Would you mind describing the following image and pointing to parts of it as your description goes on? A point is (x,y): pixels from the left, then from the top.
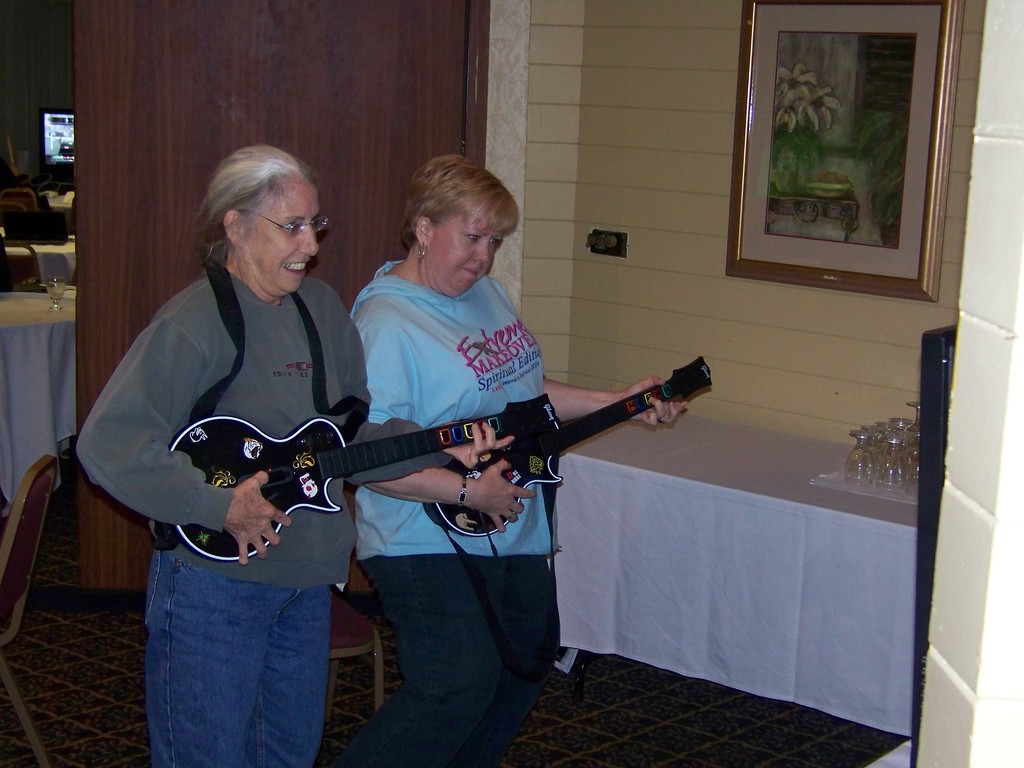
It is a room (303,86) inside a restaurant (102,277) there are two people (495,352) standing with guitar (433,445) the person (244,249) who is standing left side (289,393) is wearing spectacles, to the right side (724,470) there is a white color table (810,475) on which glasses (879,431) are placed above it there is a cream color wall (762,306) to which a photo frame (852,223) is attached.
